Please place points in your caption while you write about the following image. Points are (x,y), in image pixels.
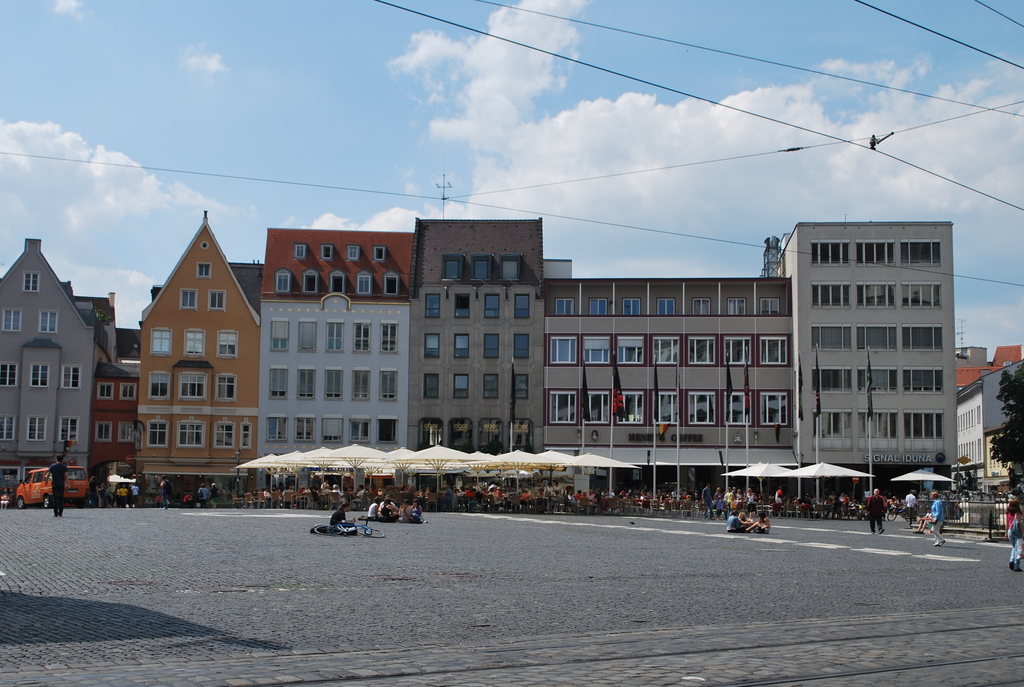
In this image on the road (408,530) there are many people (164,487). Here under the shelter (290,462) there are many people (322,488) sitting on chairs (324,496). There are many tables (299,496) over here. In the background (411,441) there are buildings (899,386), flags (872,411). Here there are vehicles (39,481). This is a tree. The sky (696,128) is cloudy.
